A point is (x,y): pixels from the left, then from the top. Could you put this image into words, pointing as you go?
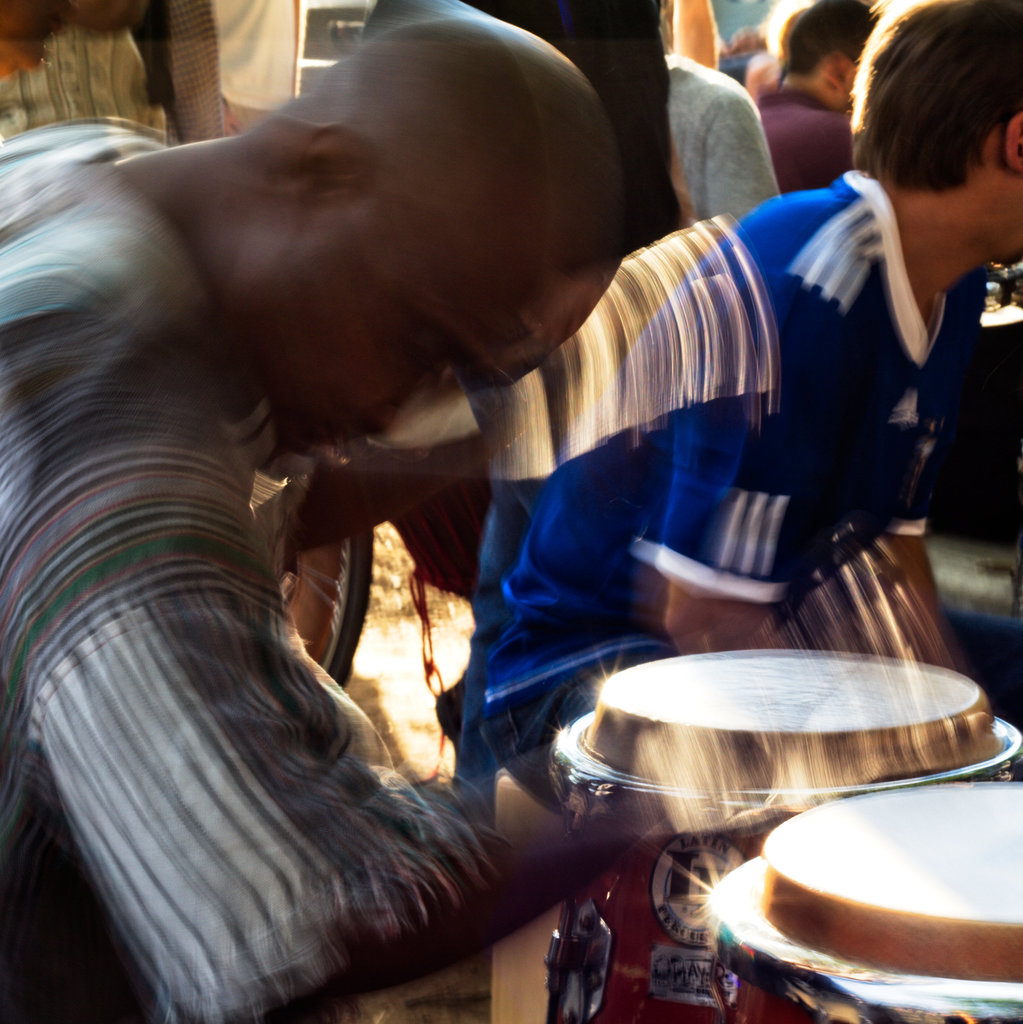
At the bottom right corner (889,780) drums (853,698) are there. In the background of the image (889,410) some persons (750,314) are there.
